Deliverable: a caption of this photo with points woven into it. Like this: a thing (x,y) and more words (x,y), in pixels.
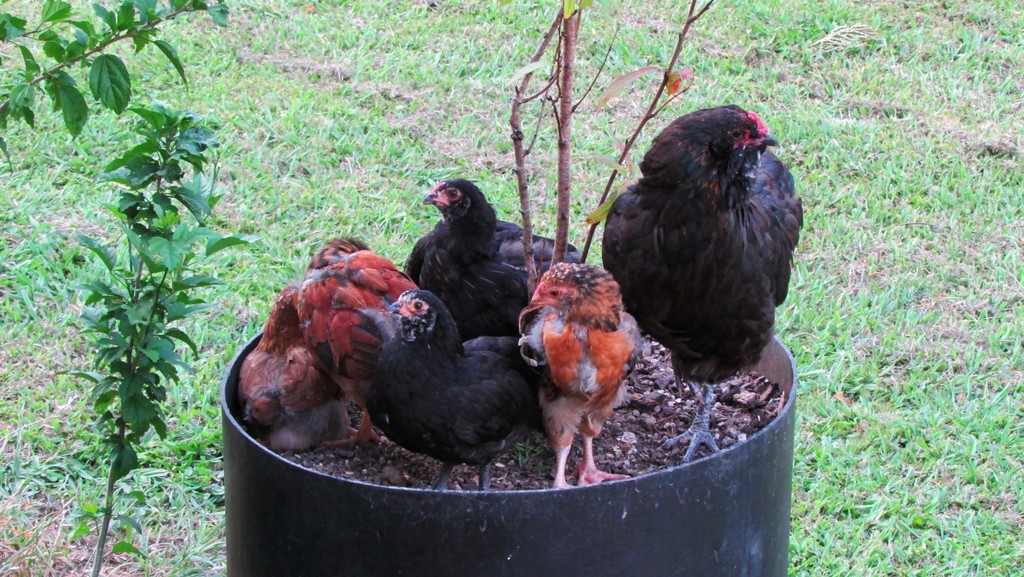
In this picture we can see hens (643,309) in the front (402,356), on the left side (174,302) there is a plant (165,286), at the bottom (904,476) we can see grass (908,302), we can also see some stones (663,431) in the middle (665,371).
